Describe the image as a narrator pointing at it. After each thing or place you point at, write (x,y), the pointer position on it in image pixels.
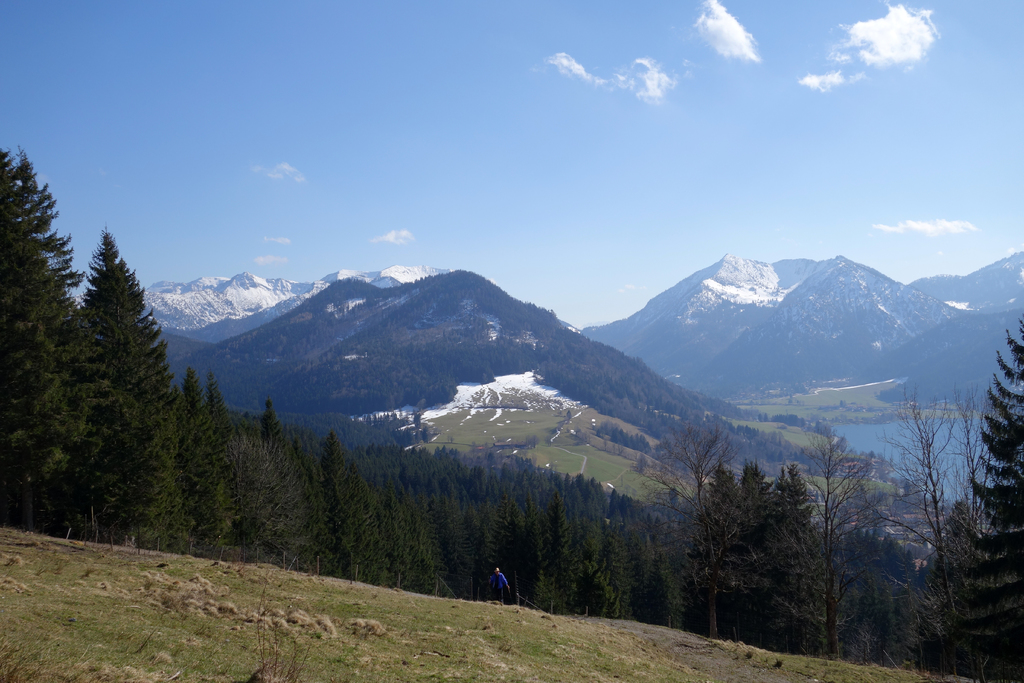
In the center of the image (432,302) we can see the hills (466,335). In the background of the image (547,398) we can see the hills (871,346) which are covered with snow (542,393), trees (664,485), water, grass (565,456). At the bottom of the image (454,621) we can see the ground (420,647), fence (538,606) and a person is standing. At the top of the image (465,104) we can see the clouds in the sky (929,5).
